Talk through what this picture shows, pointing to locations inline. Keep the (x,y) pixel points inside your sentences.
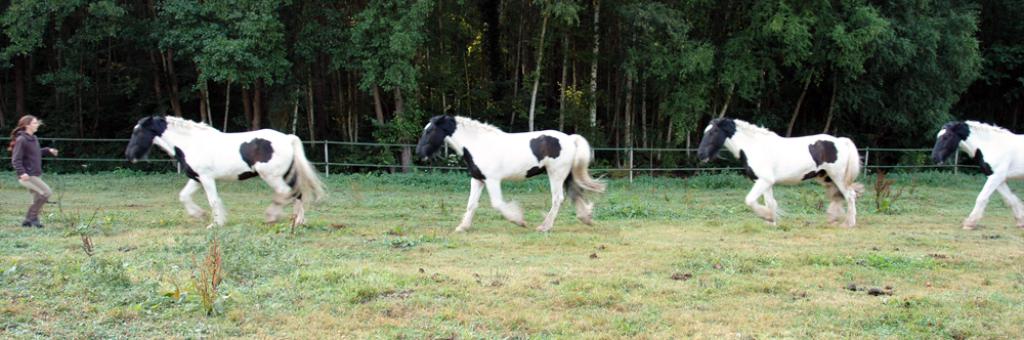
In this image we can see a woman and some horses (529,144) on the ground (564,296). We can also see some plants (216,245), grass (530,297), a fence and a group of trees (539,131).
